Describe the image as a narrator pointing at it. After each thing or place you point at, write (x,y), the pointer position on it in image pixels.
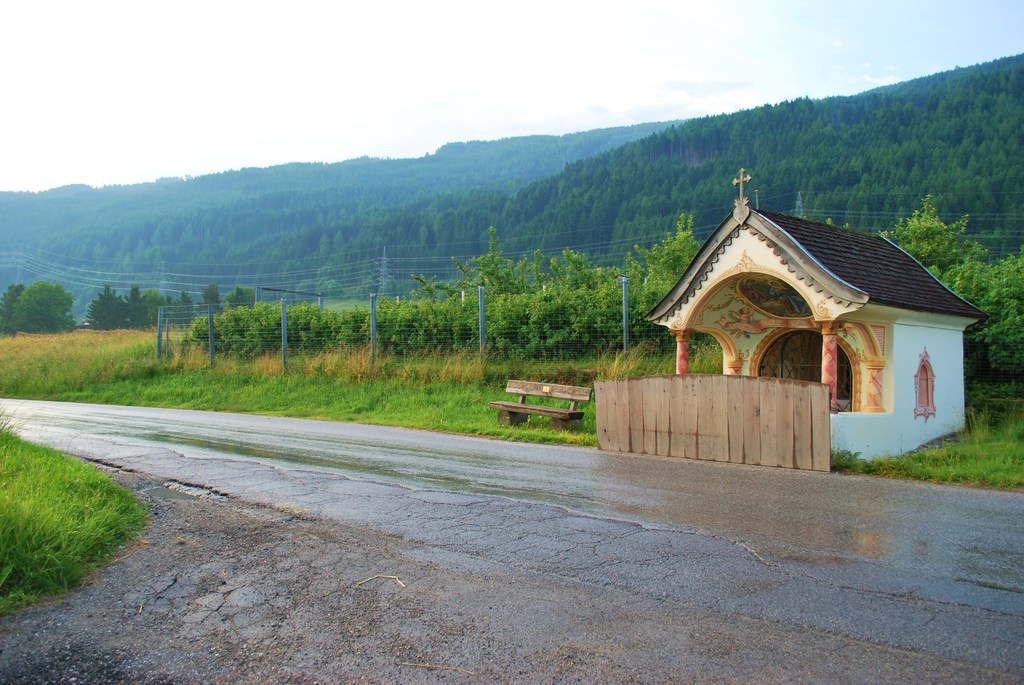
At the bottom of the image (293,461) there is a road (585,571). Behind the road (803,668) there is a small fencing wall (699,410). Behind the wall (737,421) there is a house (893,354) with roofs (902,278), walls (922,352), pillars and also there is a window (923,391). Beside that house (907,385) there is a bench (496,403) on the ground (550,370). On the ground (502,386) there is grass (342,368). And also there is fencing (204,317). Behind the fencing (414,314) there are trees (477,292). In the background (19,250) there are towers (384,263) with wires (181,269). In the background (516,206) there are many trees (573,141) and also there are hills (485,169). At the top of the image (501,87) there is sky (404,87).
